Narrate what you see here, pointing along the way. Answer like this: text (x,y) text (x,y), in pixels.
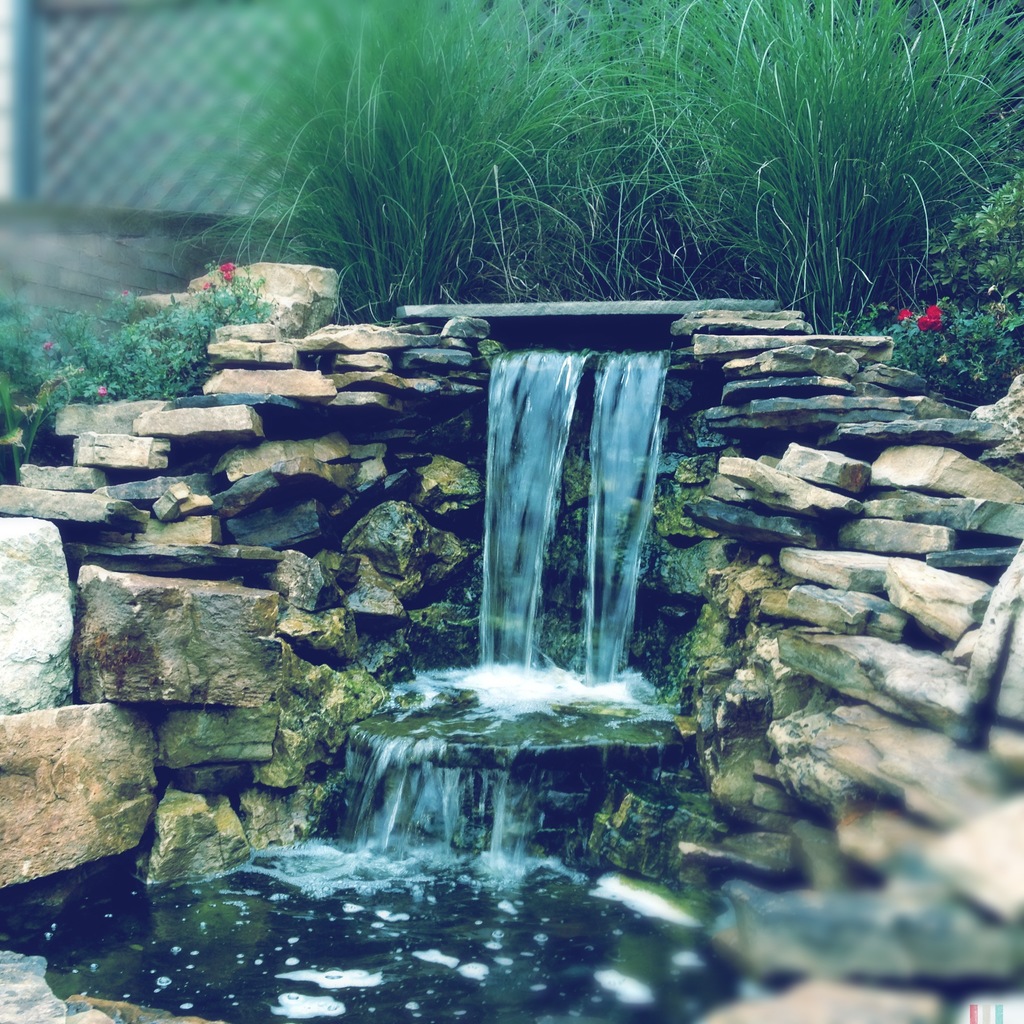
In this picture there is water (335,1007) in the center of the image (648,480) and there are rocks (404,398) on the right (775,509) and left side of the image (245,288), there are plants (270,56) at the top side of the image (570,49).
